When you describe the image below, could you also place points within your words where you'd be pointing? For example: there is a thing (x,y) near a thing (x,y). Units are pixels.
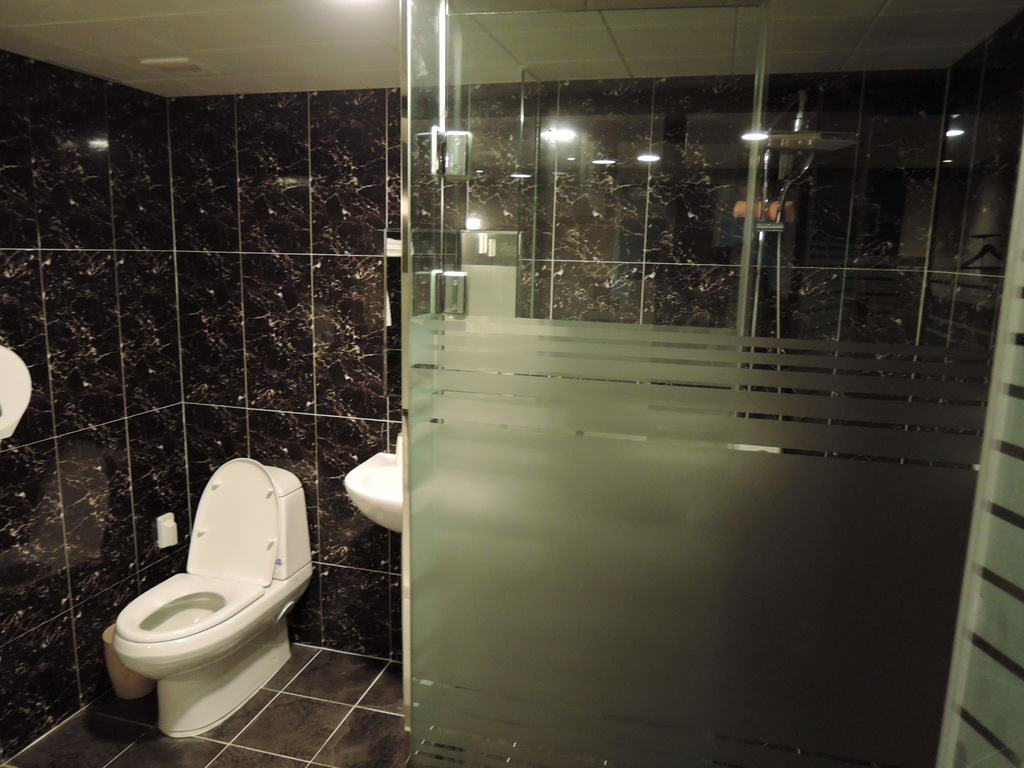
In this picture we can see a toilet seat (283,644) on the floor (324,732), here we can see a wall (340,542), sink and some objects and in the background (624,80) we can see lights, roof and some objects (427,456).
